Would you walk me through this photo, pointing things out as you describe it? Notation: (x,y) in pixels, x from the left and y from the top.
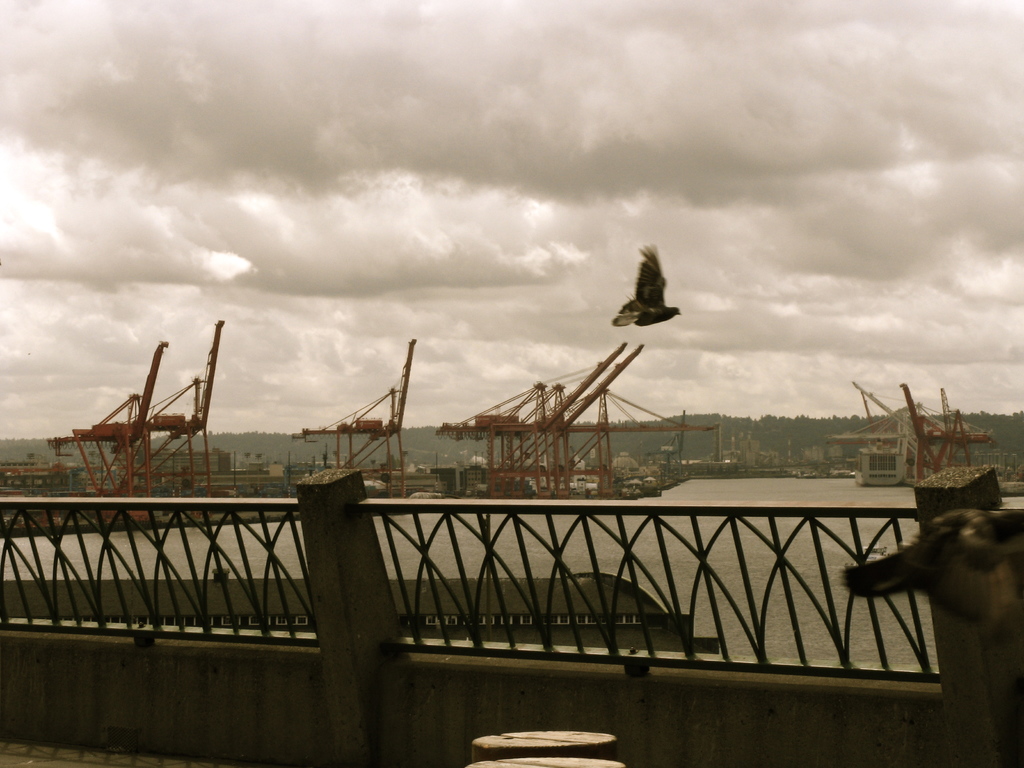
In this picture we see clouds (869,2) in the sky (966,99) a bird (624,320) flying and cranes (967,434) and water (724,483) in the lake (928,614) and a metal fence (41,627).
